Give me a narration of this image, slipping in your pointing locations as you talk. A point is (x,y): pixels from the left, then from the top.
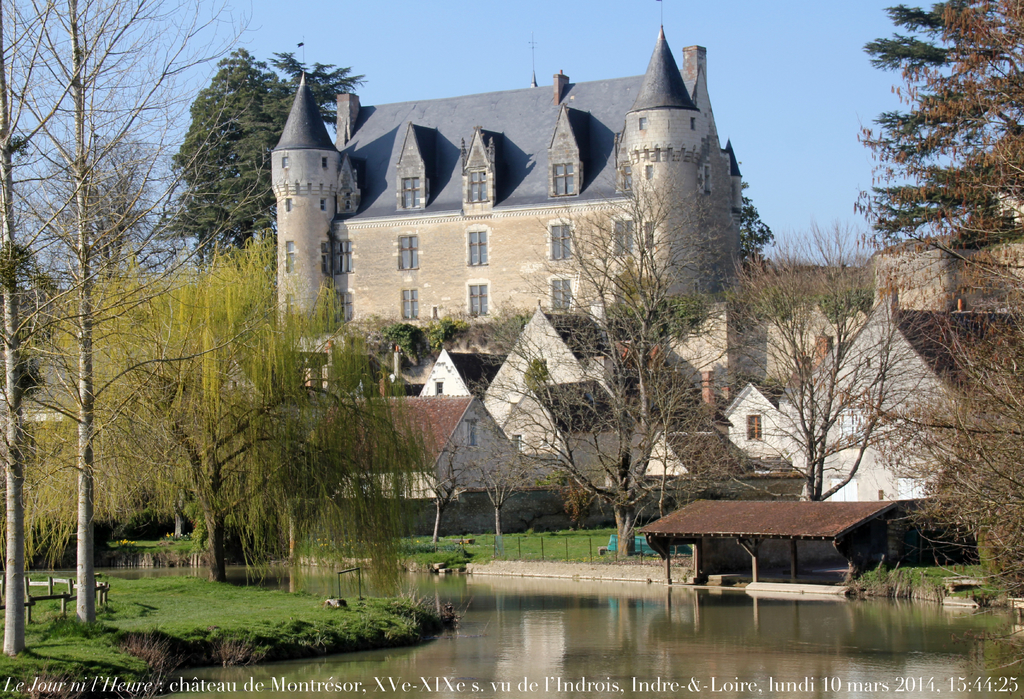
In this image we can see the roof houses (662,473), trees (708,411), grass (230,615) and also the fencing rods (31,596). At the top (611,76) there is sky (648,19) and at the bottom (655,658) we can see the water (683,592) and also the text (358,683).
